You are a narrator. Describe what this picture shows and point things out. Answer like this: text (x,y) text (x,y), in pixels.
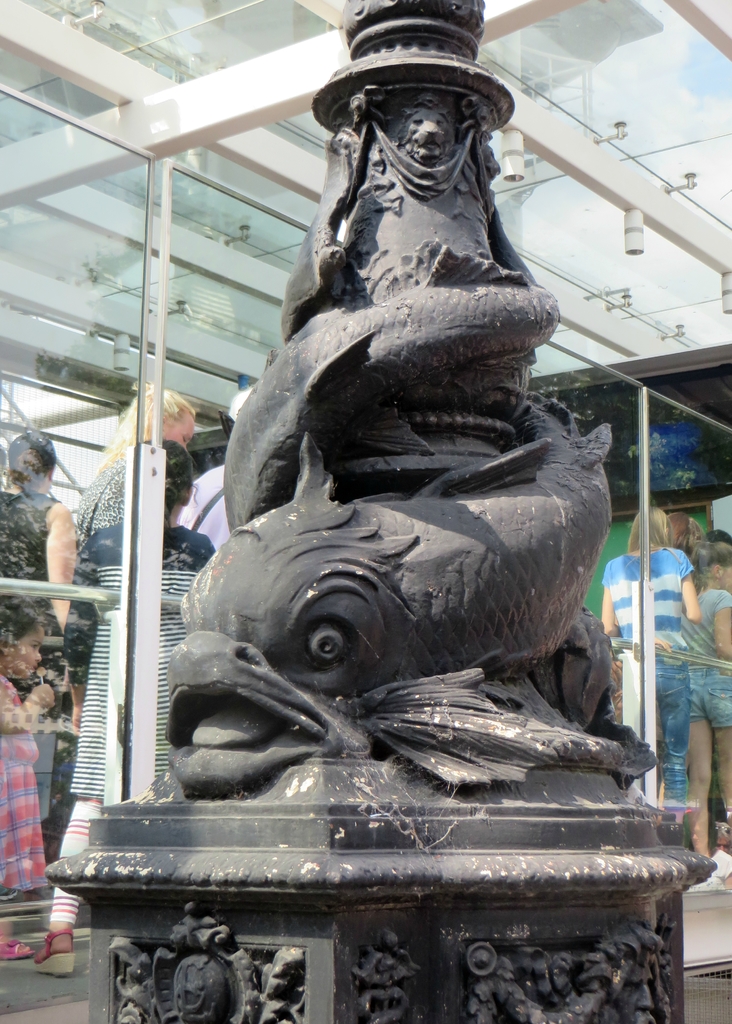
In the middle of this image (397,523), there is a statue (446,540) on a platform (511,831). In the background (156,591), there is a building (136,72), which is having glass windows (60,124). Through these glass windows (203,307), we can see there are persons (115,430) in different color dresses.
